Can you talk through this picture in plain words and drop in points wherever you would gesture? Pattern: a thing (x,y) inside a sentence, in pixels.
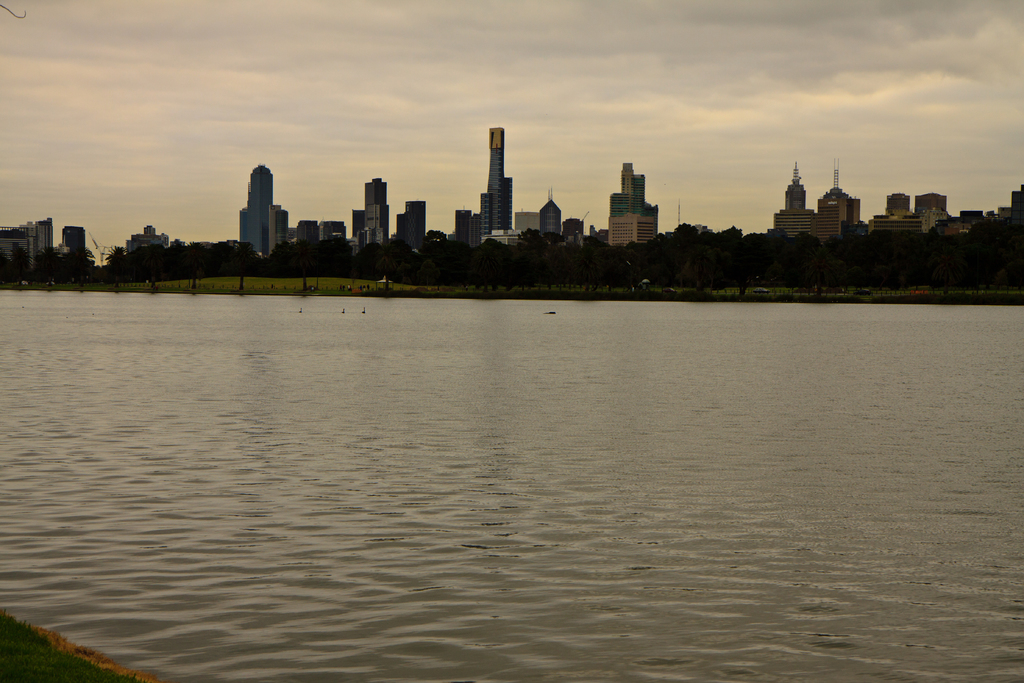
In this image we can see many buildings (419,212), there are trees (256,264), there is a grass (279,282), there is the water (404,363), the sky (597,161) is cloudy.
